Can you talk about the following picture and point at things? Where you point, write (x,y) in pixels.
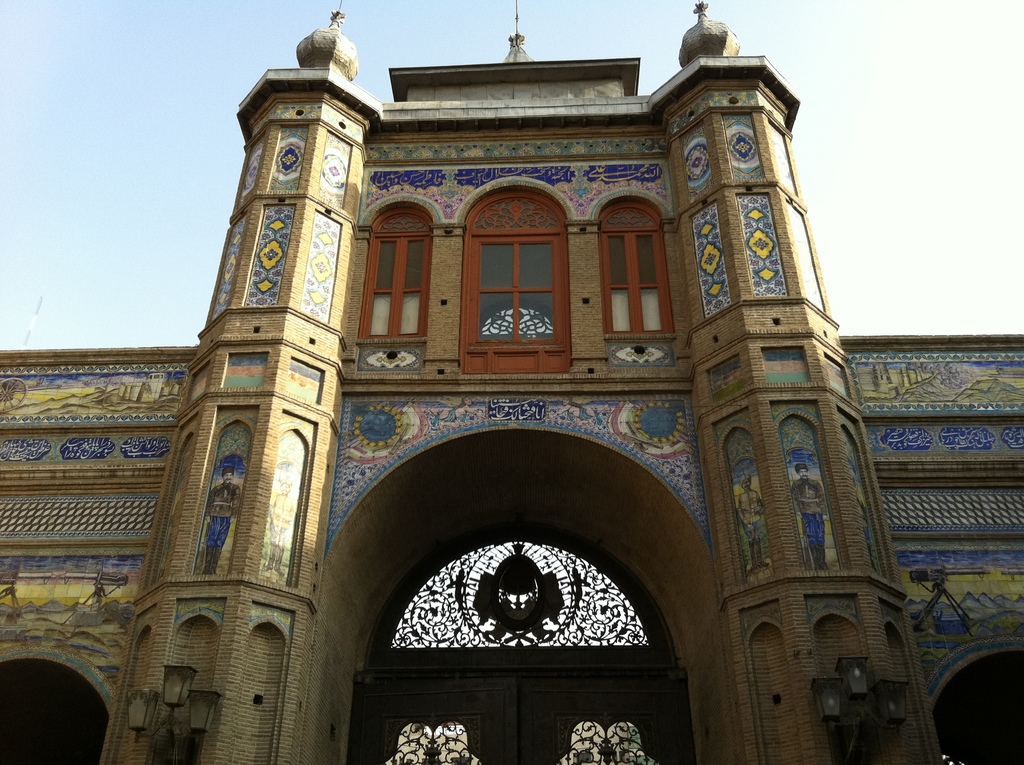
In the center of the image (632,288), we can see a building (672,487) and at the top (867,80), there is sky (833,63).
